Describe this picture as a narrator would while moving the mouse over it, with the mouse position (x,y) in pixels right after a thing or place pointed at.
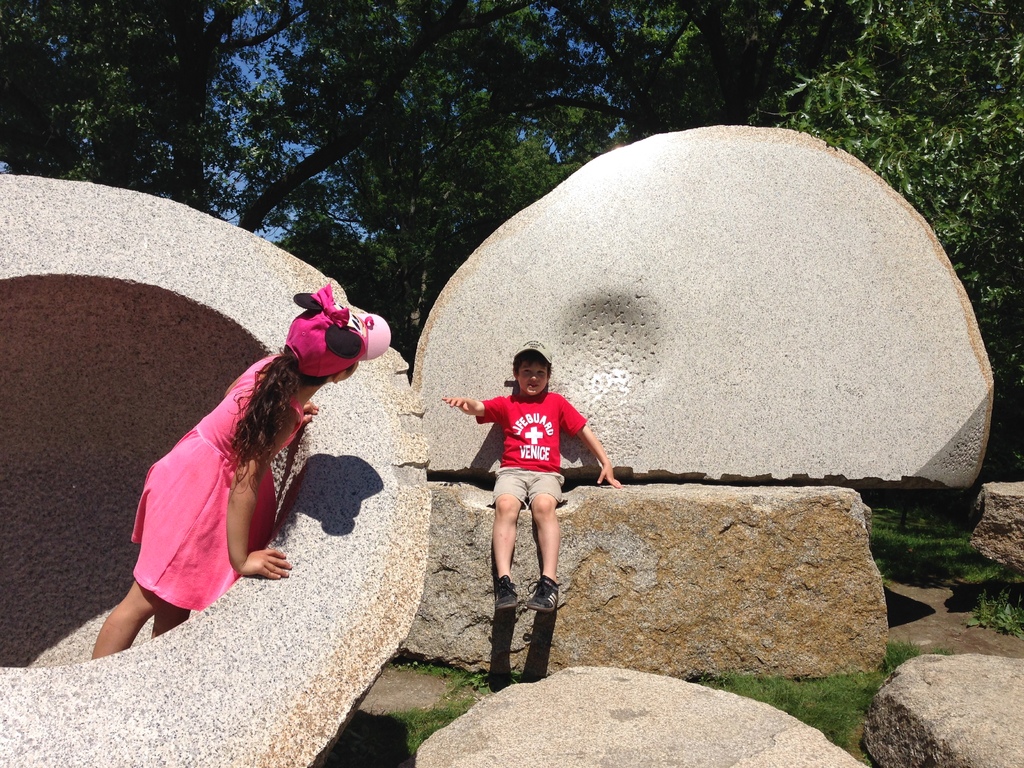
In this image there are two kids (446,402) playing on rocks (381,437), in the background (901,86) there are trees (534,156).
